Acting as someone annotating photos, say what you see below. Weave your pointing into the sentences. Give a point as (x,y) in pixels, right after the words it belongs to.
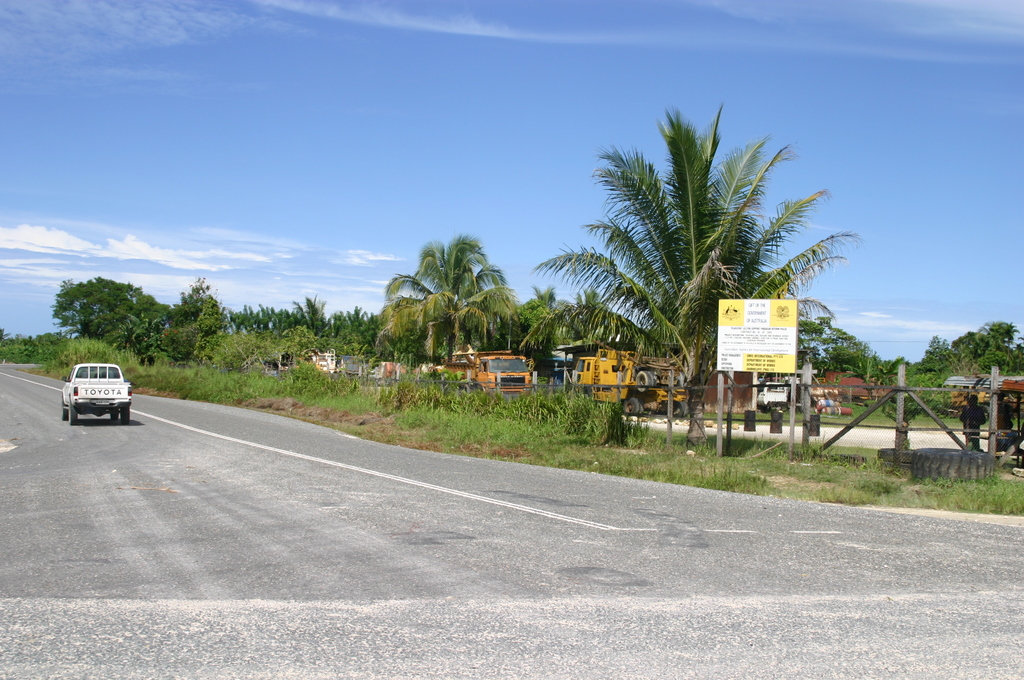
On the left (113,402) there is a white truck (101,398) on the road (54,432). On the right (684,361) we can see many big trucks (642,375) near to the house (575,363). Here we can see sign board (752,361) near to the fencing (873,430). In the back (435,258) we can see grass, plants (531,326) and trees (135,308). On the top (400,143) we can see sky (595,103) and clouds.
